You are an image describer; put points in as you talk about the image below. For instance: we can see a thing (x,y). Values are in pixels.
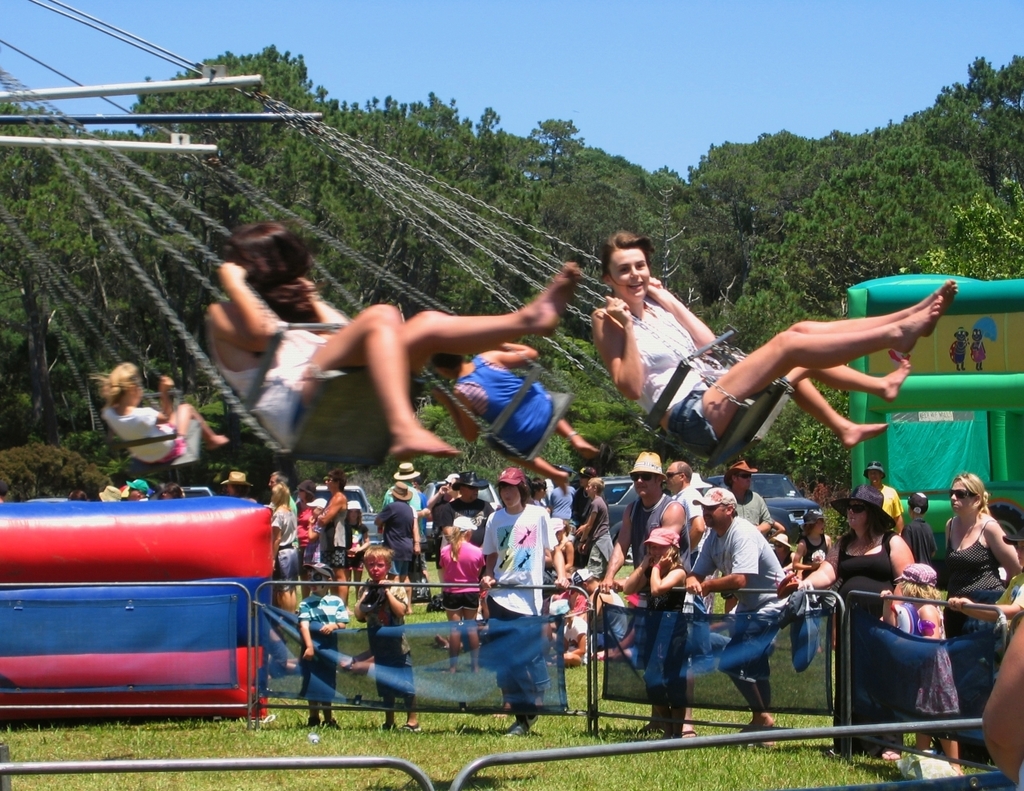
There is a fencing wall (473,656) present on a grassy land (373,755) as we can see at the bottom of this image (523,739). There are some persons (583,540) standing at outside to this fencing (342,583). There are some cars (789,497) parked in the background (355,491). There are some persons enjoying the swing ride (459,264) as we can see on the left side of this image (328,404). There are some trees (206,205) in the background (533,222). There is a sky (464,65) at the top of this image (505,59).
